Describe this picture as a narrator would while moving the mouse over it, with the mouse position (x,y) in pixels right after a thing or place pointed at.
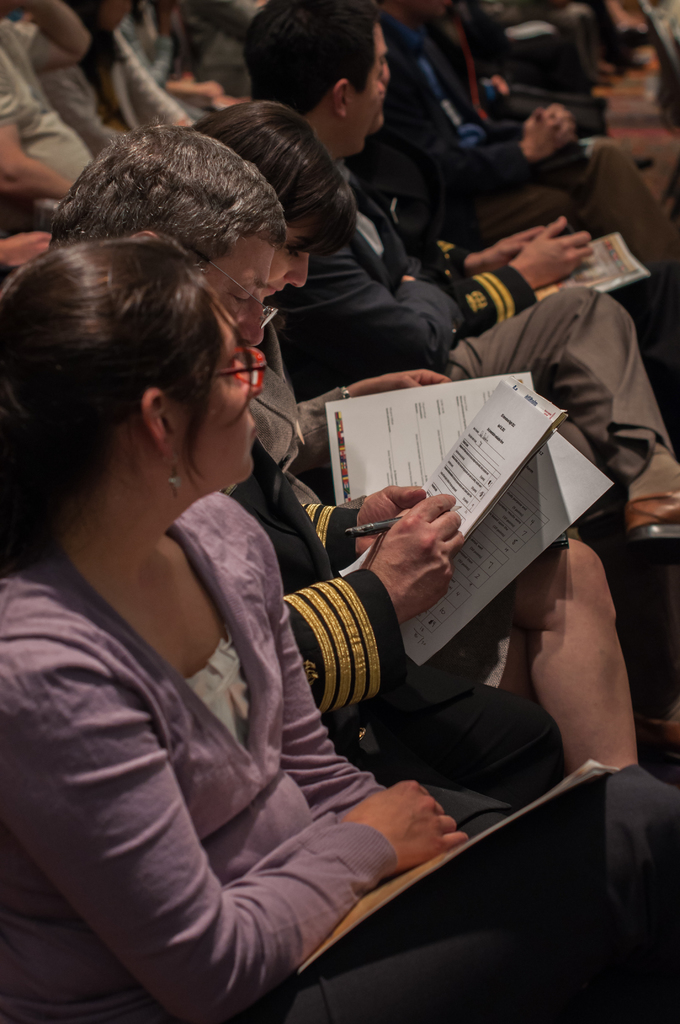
In this image we can see men (574,42) and women (83,1004) are sitting and holding some papers (467,452) in their hands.
